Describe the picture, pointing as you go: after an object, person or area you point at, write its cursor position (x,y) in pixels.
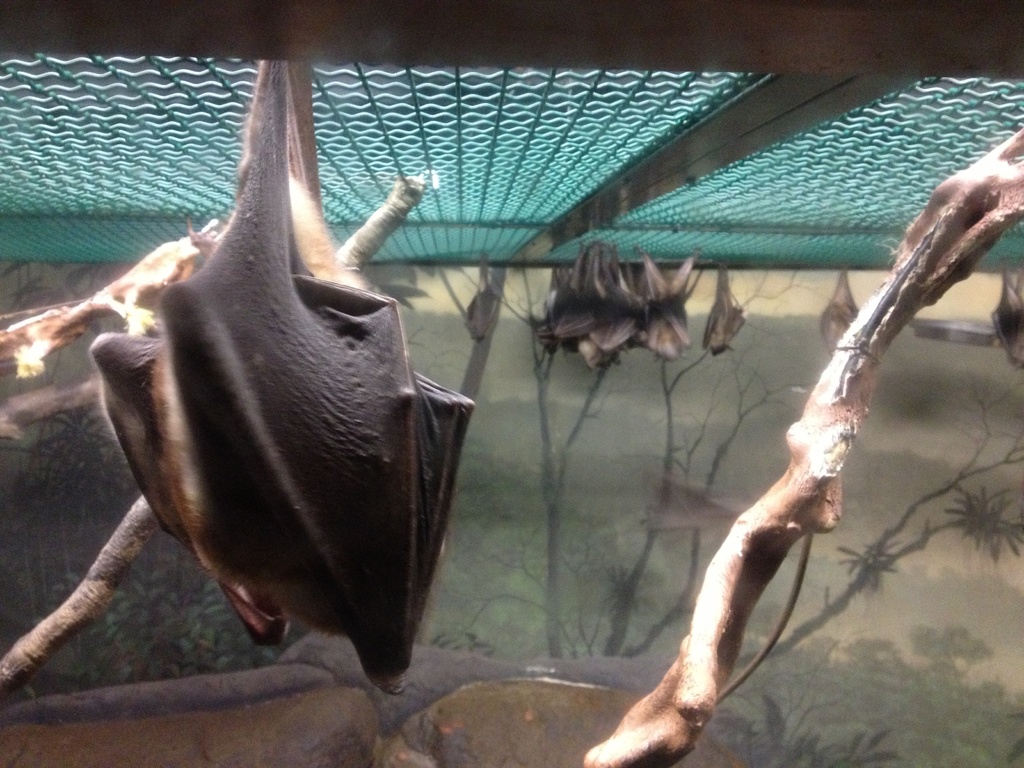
In this picture it looks like some bats (120,439) hanging under an iron gate (433,143). In the background (545,618), we can see sketches (715,493) of trees (814,737) and grass (488,622).
